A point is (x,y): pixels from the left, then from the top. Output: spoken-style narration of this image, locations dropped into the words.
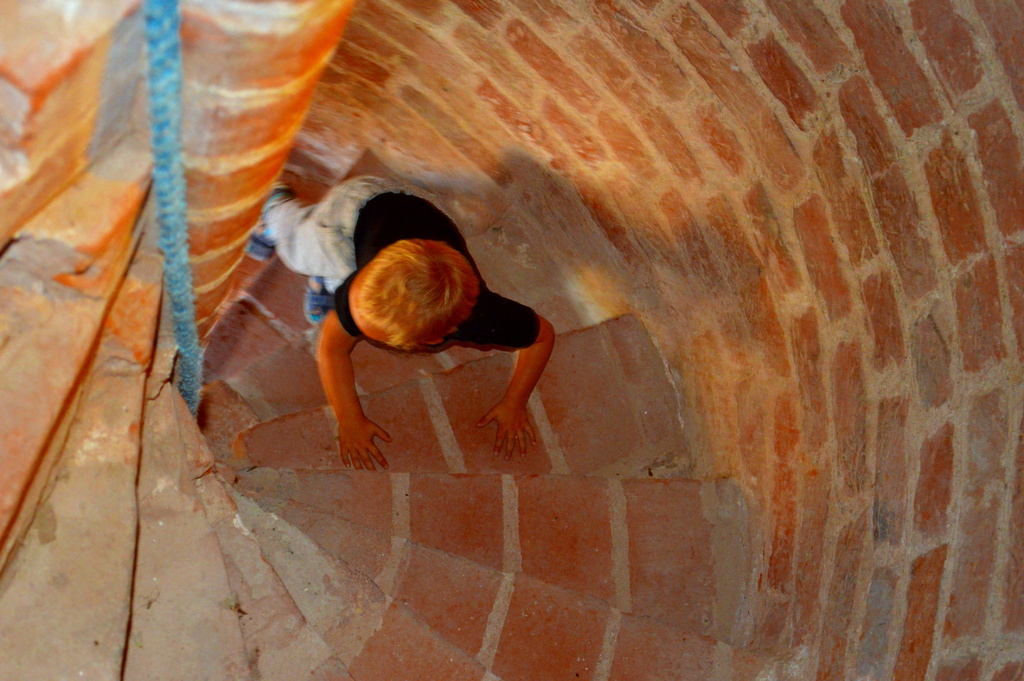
In this image there is a boy (407,299) climbing steps (527,644) beside him there is a brick wall (789,100).
